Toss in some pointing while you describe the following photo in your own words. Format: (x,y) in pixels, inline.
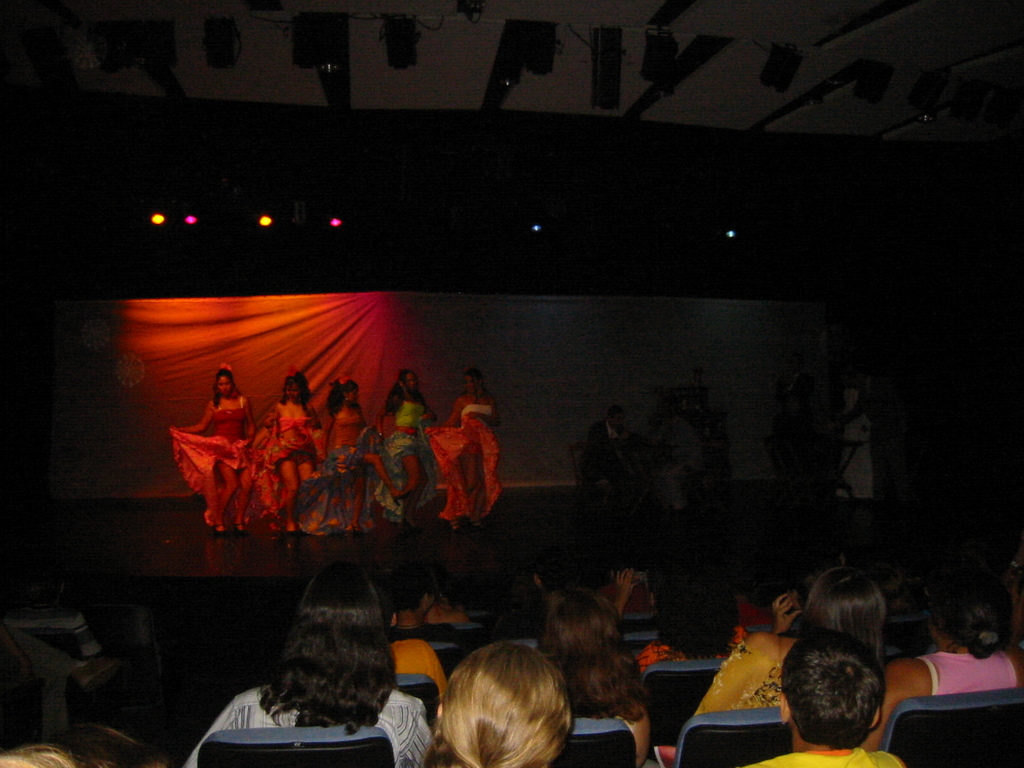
This picture describes about group of people (360,531), few people (363,577) are seated on the chairs (436,645) and few people (448,470) are dancing on the stage (234,558), and also we can see few lights (338,223).
